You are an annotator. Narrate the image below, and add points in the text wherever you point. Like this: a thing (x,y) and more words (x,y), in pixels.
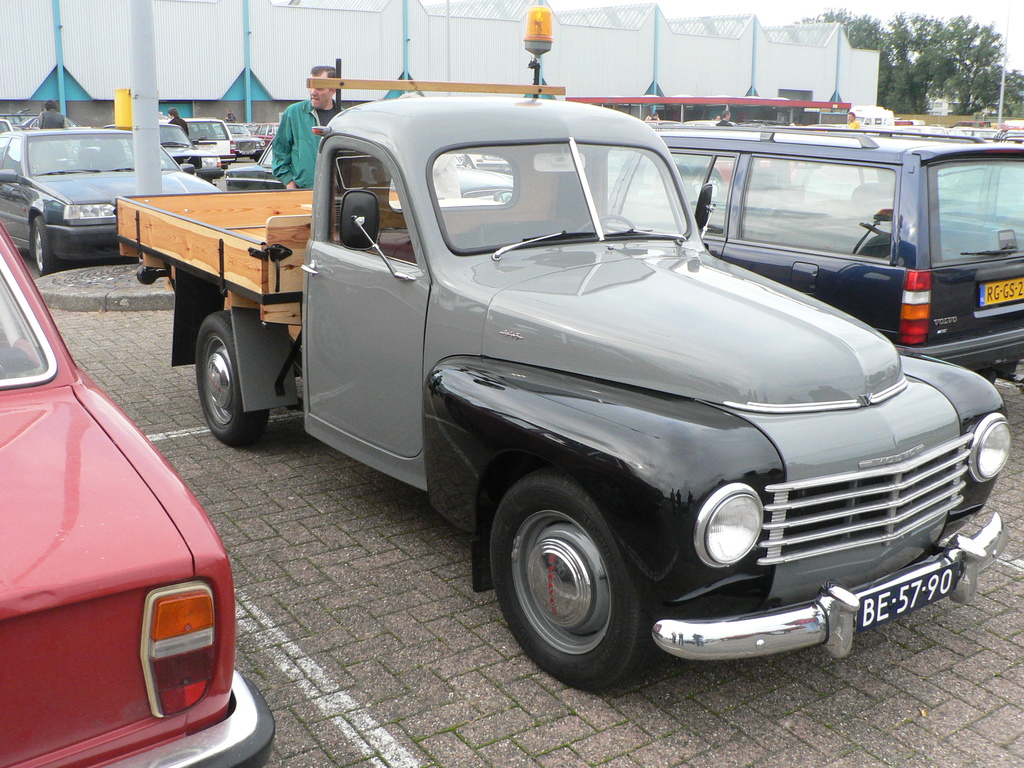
In this image there is a road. The vehicles (360,319) are parked. There are people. There is a big shed (386,77) with white color roof (38,62) on the left side (21,60). There are trees (899,51) on the right side (910,105). There is a sky (793,16).
